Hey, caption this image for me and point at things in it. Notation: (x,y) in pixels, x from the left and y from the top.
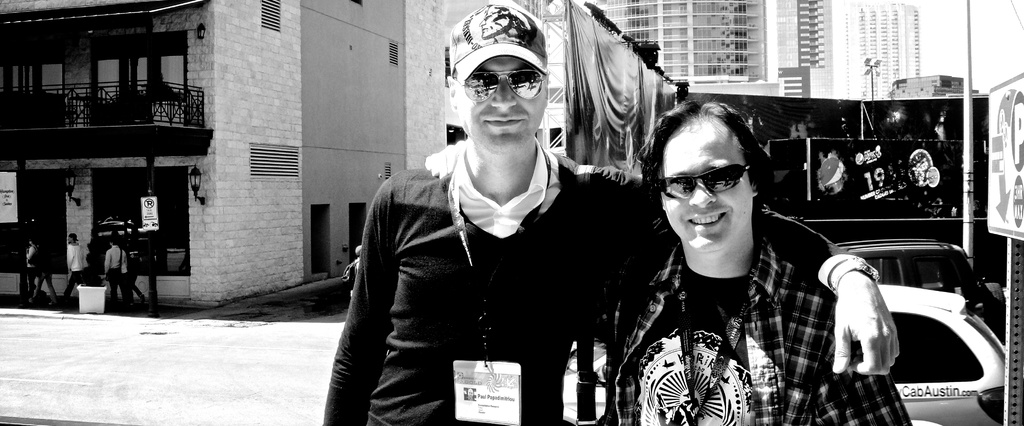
This image is a black and white image. This image is taken outdoors. In the background (448,106) there are a few buildings (781,28) with walls (320,55), windows (115,72), balconies (198,122), railings (190,93), roofs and doors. There are a few curtains (624,76). There is a pole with a street light (867,75). On the left side of the image (13,204) there are two boards (143,216) with text (3,191) on them. A few people (113,260) are walking on the road (137,329) there is a dustbin (88,305) on the floor (244,310). On the right side of the image (891,156) there are a few boards (888,144) with text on them. There is a pole (972,159) and two cars (945,340) are parked on the road (129,317). In the middle of the image (612,260) two men (582,298) are standing and they are with smiling faces (684,212).
